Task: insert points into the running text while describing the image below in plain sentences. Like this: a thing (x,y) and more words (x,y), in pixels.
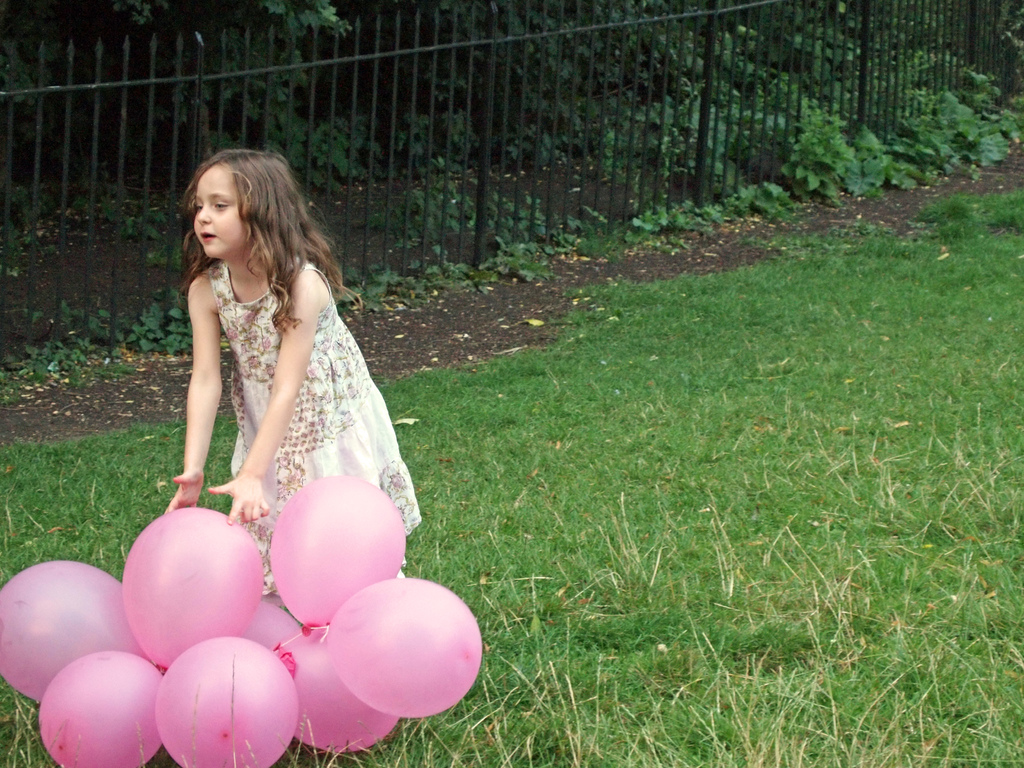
This picture might be taken outside of the city. In this image, on the left side (319,346), we can see a girl (312,327) wearing a white color dress (340,387) and she is also reaching for balloons (336,632) with her hands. In the background (699,139), we can see metal grills (706,101), trees (746,106), at the bottom (797,721), we can see some plants (899,150) and grass (589,550).
